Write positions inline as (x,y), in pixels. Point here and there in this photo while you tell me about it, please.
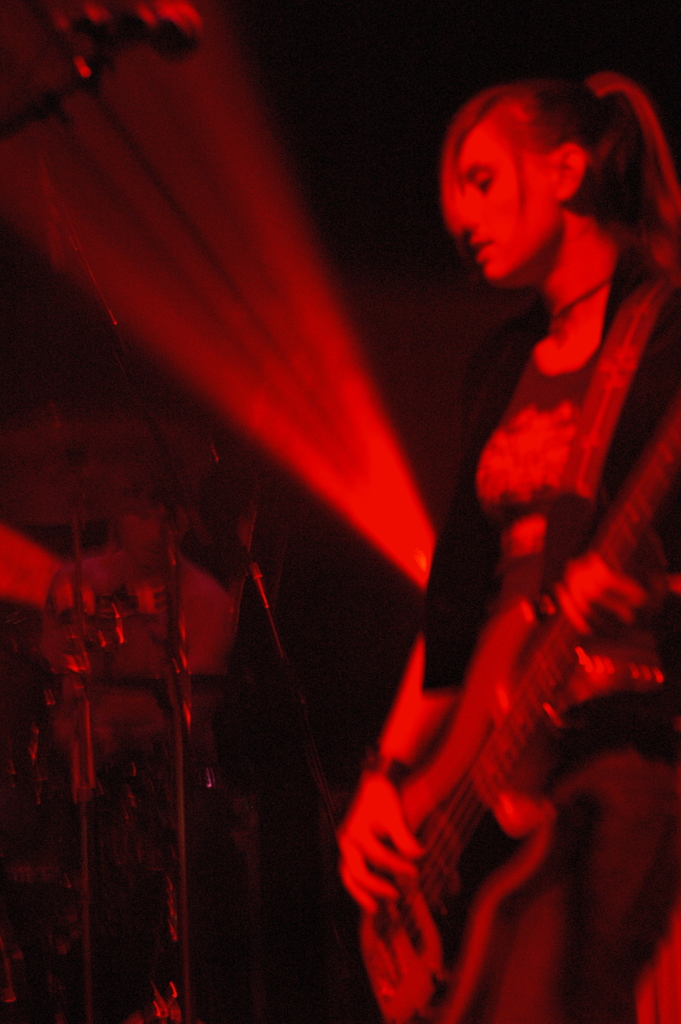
A woman (466,480) is holding a guitar (499,736) and playing. In the background (218,681) there is a person (141,569) and a drums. And the image is looking red and black.
